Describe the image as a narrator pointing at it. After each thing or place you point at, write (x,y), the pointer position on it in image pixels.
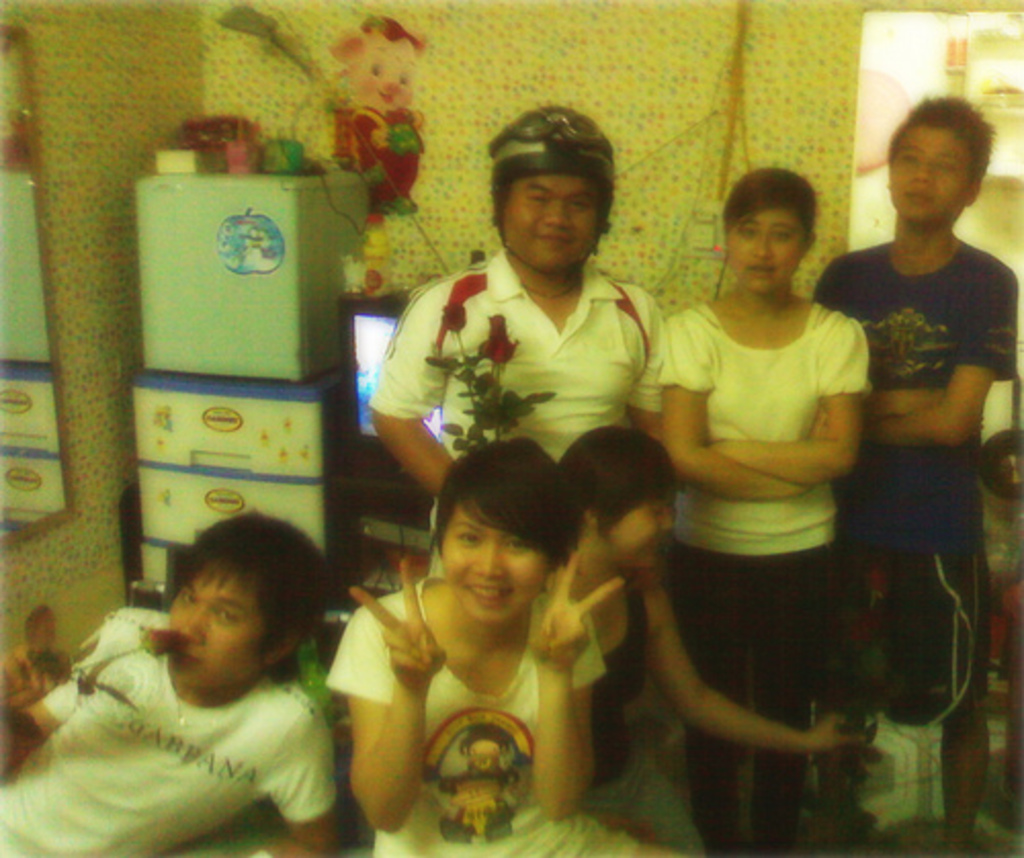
In this image we can see many persons (402,774) sitting and standing. In the background (104,117) we can see wall (326,137), refrigerator (204,235), cupboards (284,512), television (356,366), wires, stickers (369,80), mirror (34,353) and door (894,70).
